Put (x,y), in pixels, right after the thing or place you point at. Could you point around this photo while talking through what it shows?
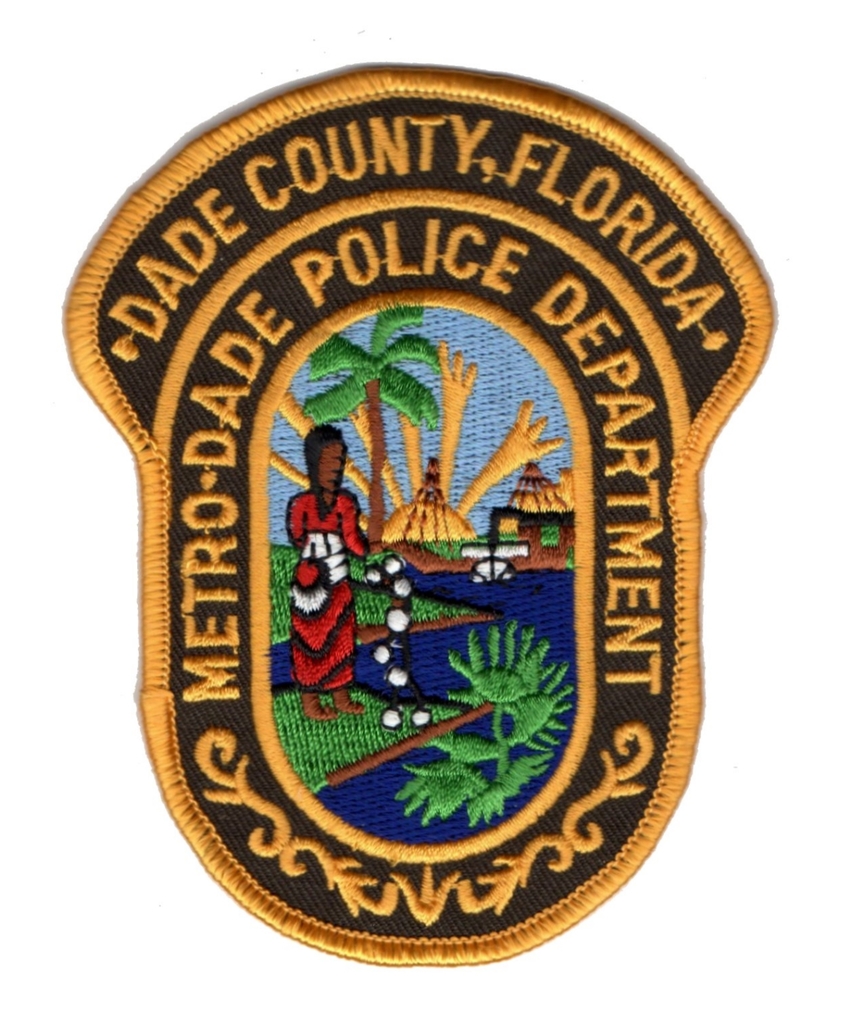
In this image I see a badge (331,403) on which there is something written in yellow color and I see the depiction of tree (376,406), grass (308,733), plants (512,669), water (568,658) and a person (339,659).
